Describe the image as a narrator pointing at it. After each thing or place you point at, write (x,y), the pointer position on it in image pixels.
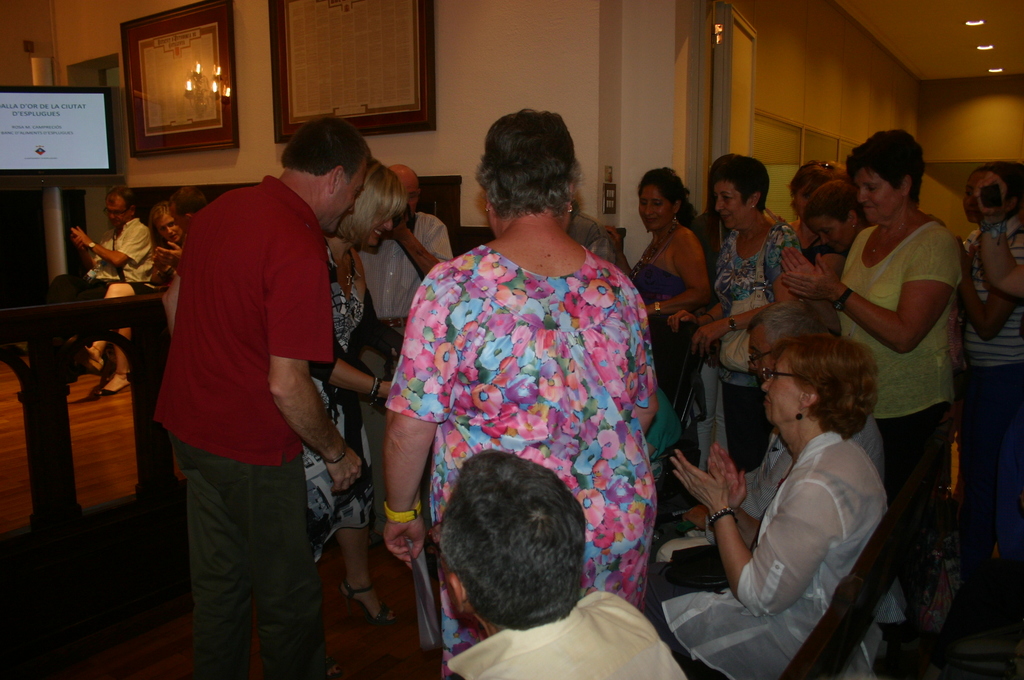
In this image, we can see a group of people (519,499) are sitting and standing. Here we can see few people (892,230) are clapping their hands (692,470). Left side of the image (204,141), we can see a screen (106,128) photo frames (319,101), wall (515,107), door (741,72) and lights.
